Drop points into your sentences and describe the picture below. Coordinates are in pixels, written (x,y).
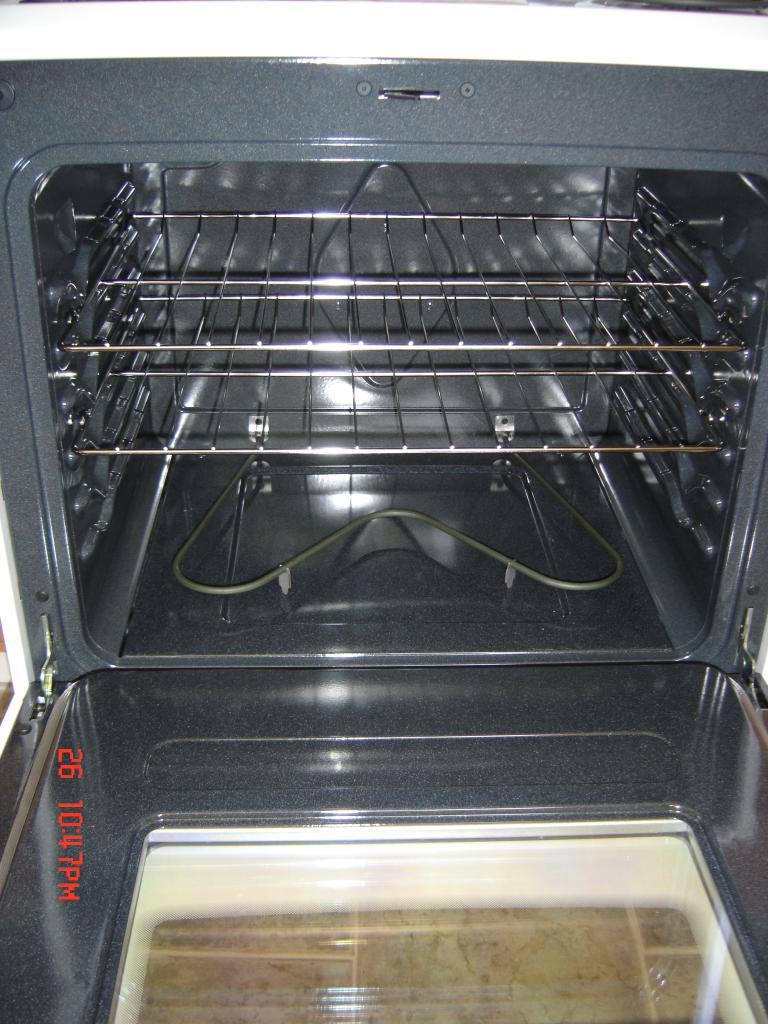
In this image there is an oven (174,608). There is a date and time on the left side of the image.
